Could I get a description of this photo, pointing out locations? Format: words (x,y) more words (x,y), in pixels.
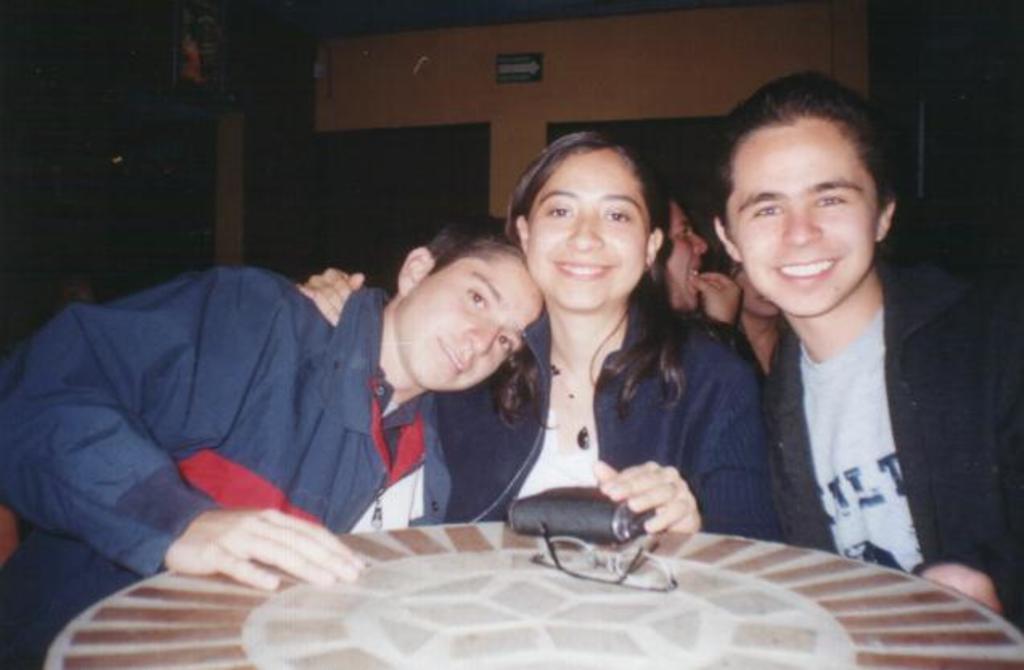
In this image I can see few people (935,368) and I can also see smile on their faces (534,209).
